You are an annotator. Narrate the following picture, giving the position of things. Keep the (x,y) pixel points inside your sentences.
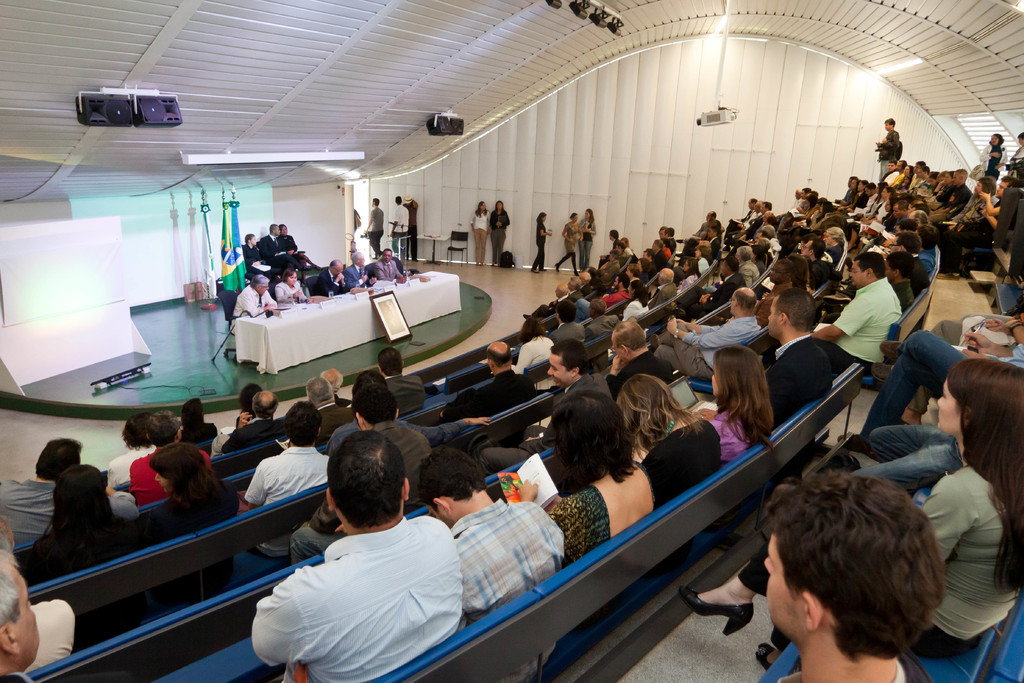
In this image there are some people (920,214) sitting and listening and there is a wall (572,106) which is in white color, And there are some things (596,23) on the roof top (587,44).
